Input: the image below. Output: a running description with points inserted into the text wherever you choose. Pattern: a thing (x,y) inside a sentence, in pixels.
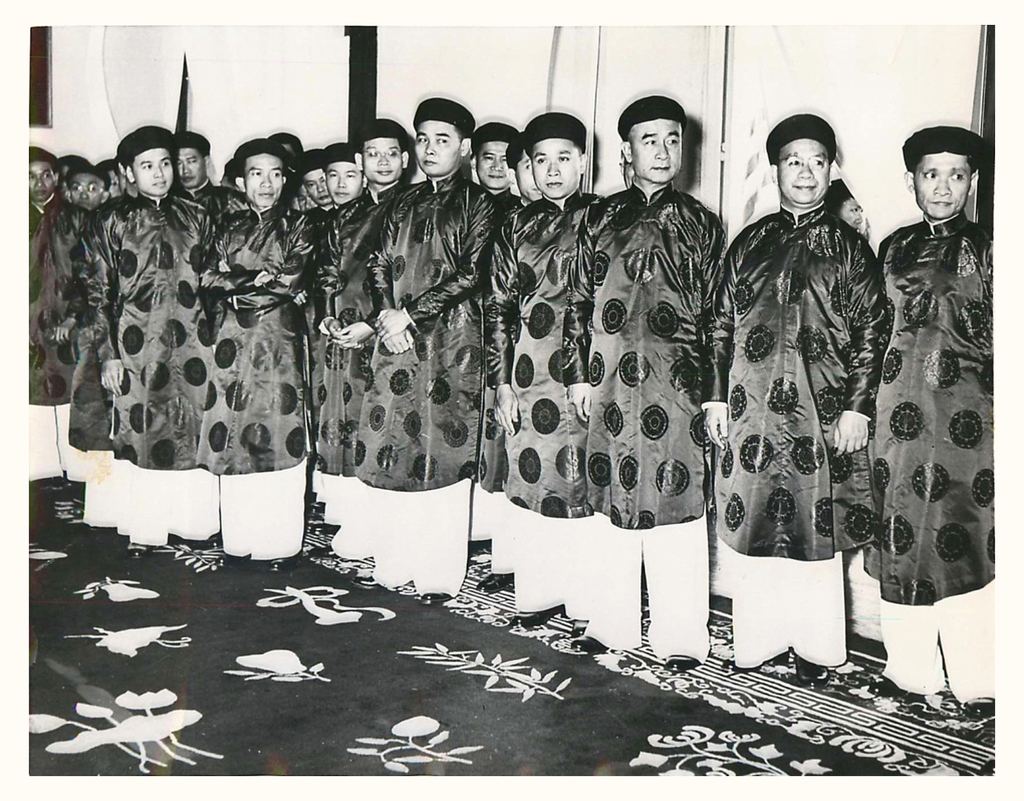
In this image I can see the group of people (467,464) with matching dresses (563,380) and caps (531,129). In the background (558,81) I can see the frame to the wall (610,117) and this is a black and white image.
